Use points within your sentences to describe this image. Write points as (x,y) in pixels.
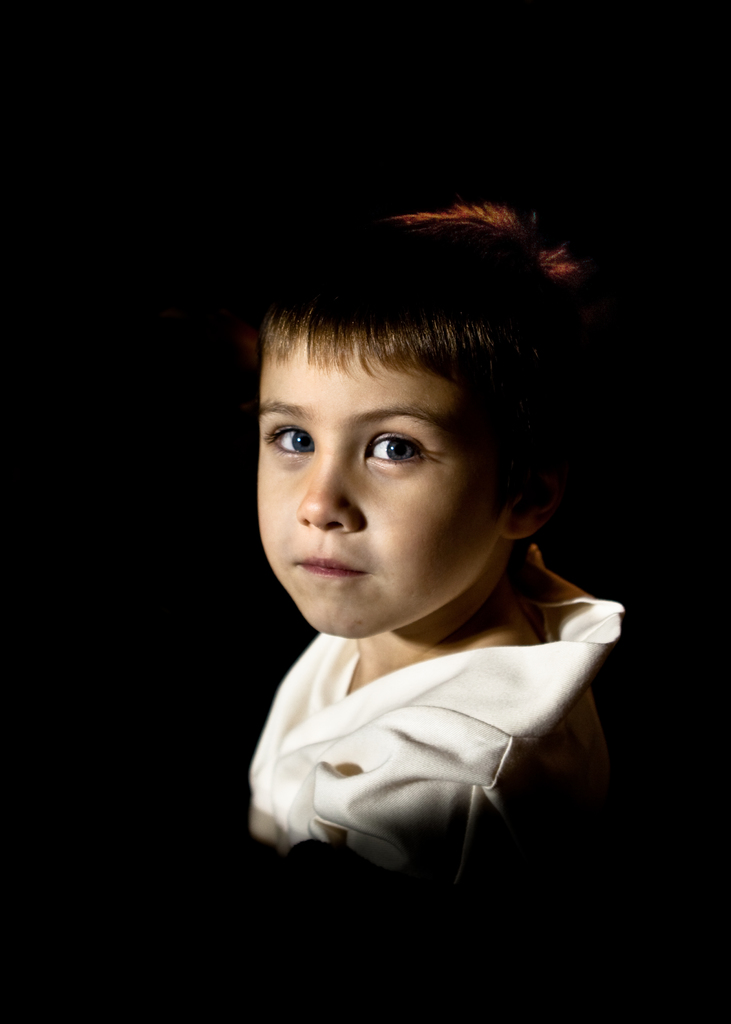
In the center of the image (380,602) we can see a child (322,813).
